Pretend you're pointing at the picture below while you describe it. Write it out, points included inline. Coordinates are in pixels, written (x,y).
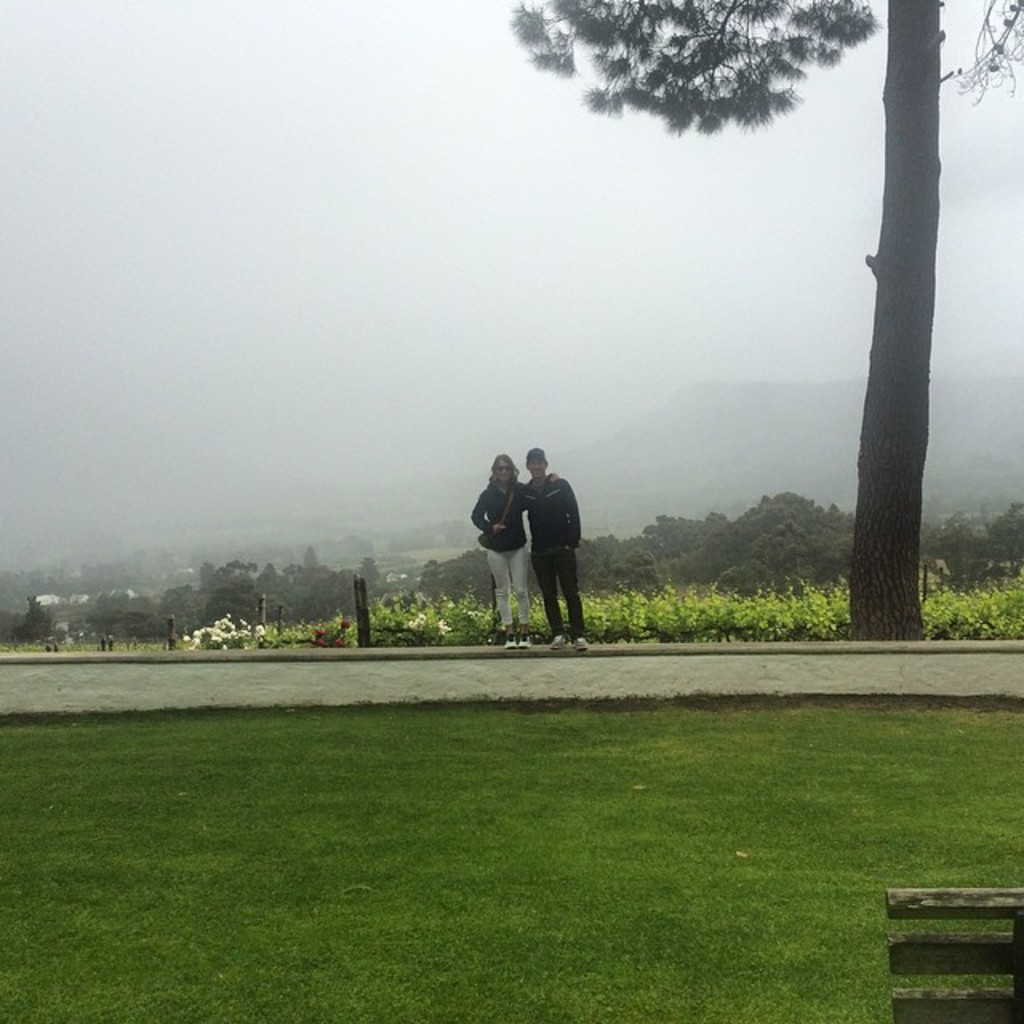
In this picture there is a man (565,518) and woman (494,555) standing on the walk way (499,659). In the background (860,395) they have a hill (783,421), tree (900,222) and many plants (702,593) and sky (414,270) is full clouds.
